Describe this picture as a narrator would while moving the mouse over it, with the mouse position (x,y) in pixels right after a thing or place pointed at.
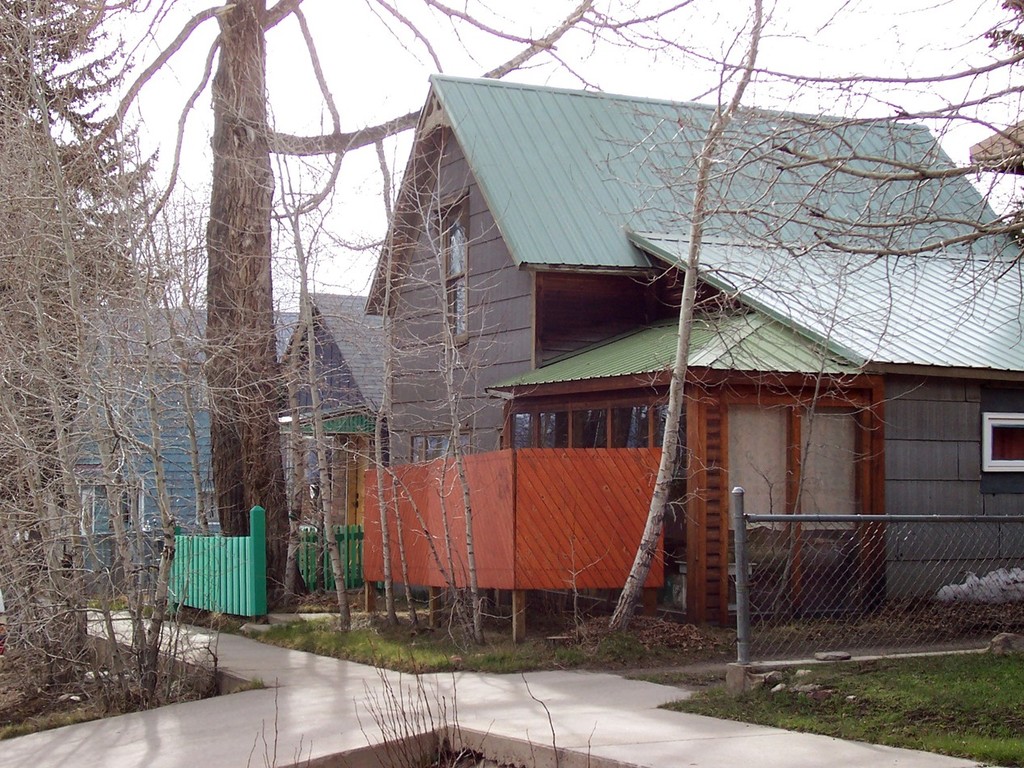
In this image, we can see few houses (517,301) with glass windows (600,436). Mesh (937,577), poles (740,598), grass (847,665), walkway (182,712), trees (31,555), fencing (223,575) we can see. Top of the image (364,106), there is a sky (323,104).
